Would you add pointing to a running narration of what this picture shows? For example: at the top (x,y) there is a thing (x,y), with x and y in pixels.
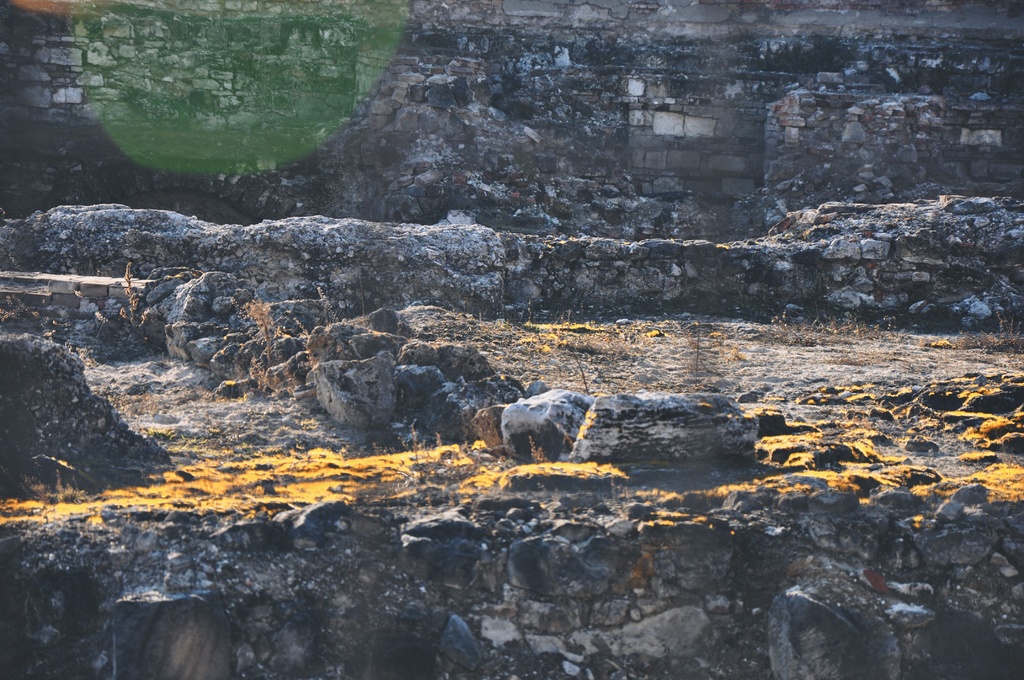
In front of the image there are rocks (459,403). There is dried grass (579,386) on the surface (559,373). In the background of the image (681,199) there is a rock wall (485,111).
